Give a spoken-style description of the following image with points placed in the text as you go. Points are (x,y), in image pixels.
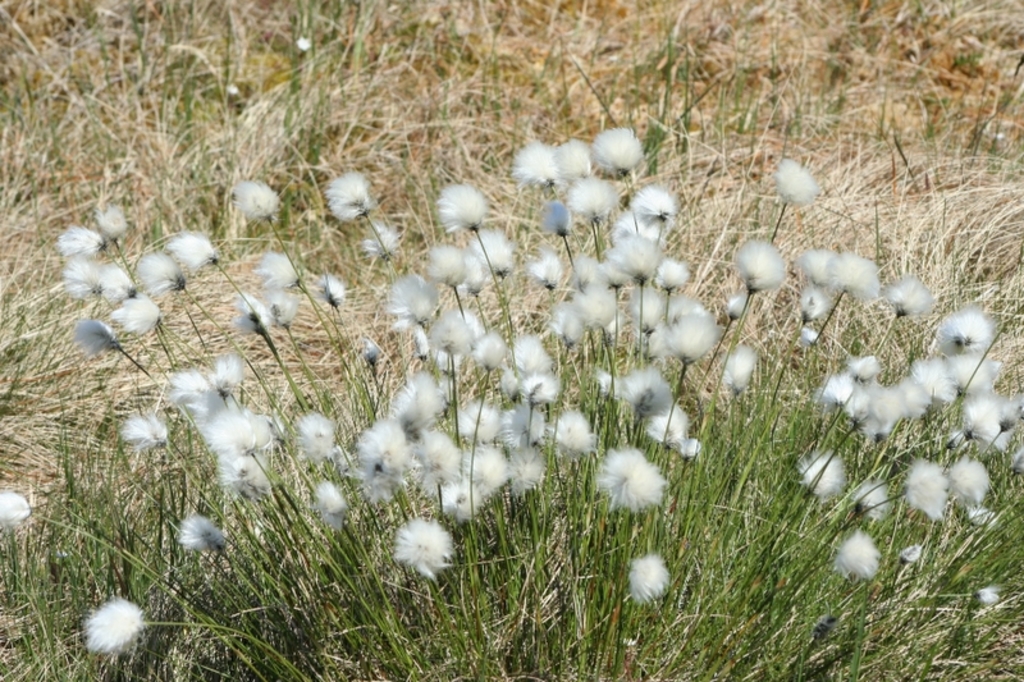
In this image I can see few cotton plants (551,381). I can see few green grass (733,546) and dry grass (29,447).
